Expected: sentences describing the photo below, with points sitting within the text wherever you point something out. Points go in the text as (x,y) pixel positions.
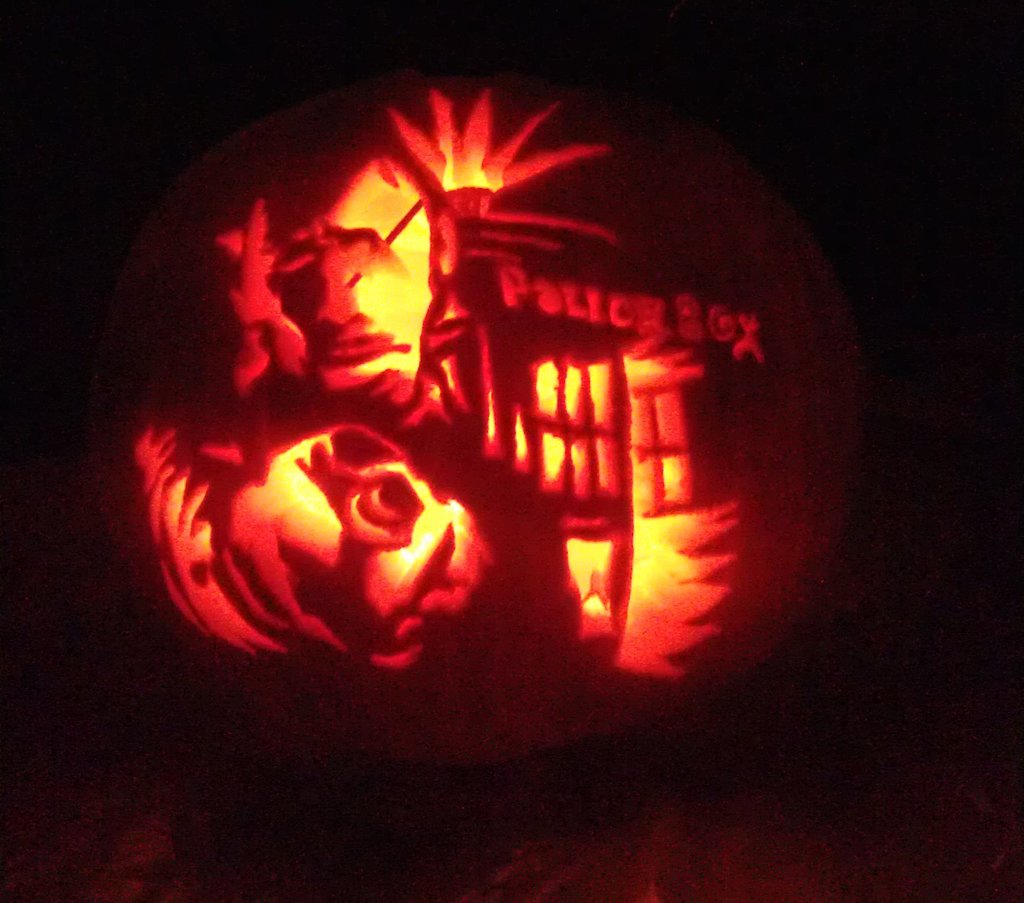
In this image I can see a pumpkin (743,314) which is carved and inside it I can see a light (543,383). I can see the black colored background (884,612).
